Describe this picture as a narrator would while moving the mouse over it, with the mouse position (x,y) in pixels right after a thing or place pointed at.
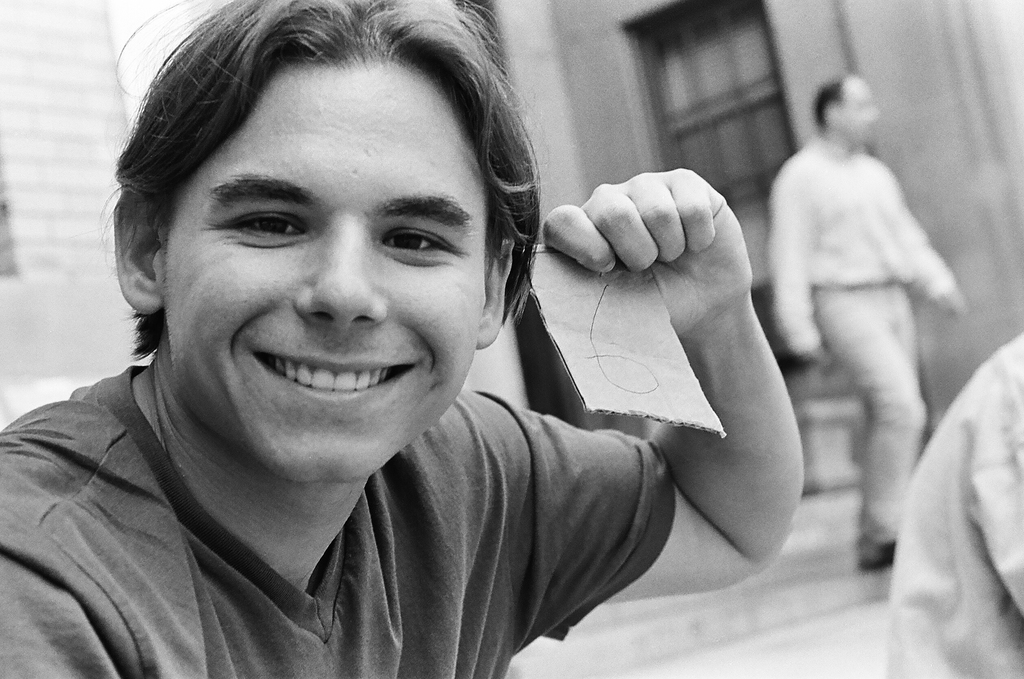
This is a black and white image. On the left side (187,437), I can see a man (174,476) wearing a t-shirt (186,545), holding a sheet (609,288) in the hand (594,252), smiling and giving pose to the picture. On the right side (877,373). a man (849,354) is walking on the ground (814,597). In the background (601,99), I can see a wall (623,86) along with the window (724,83).
